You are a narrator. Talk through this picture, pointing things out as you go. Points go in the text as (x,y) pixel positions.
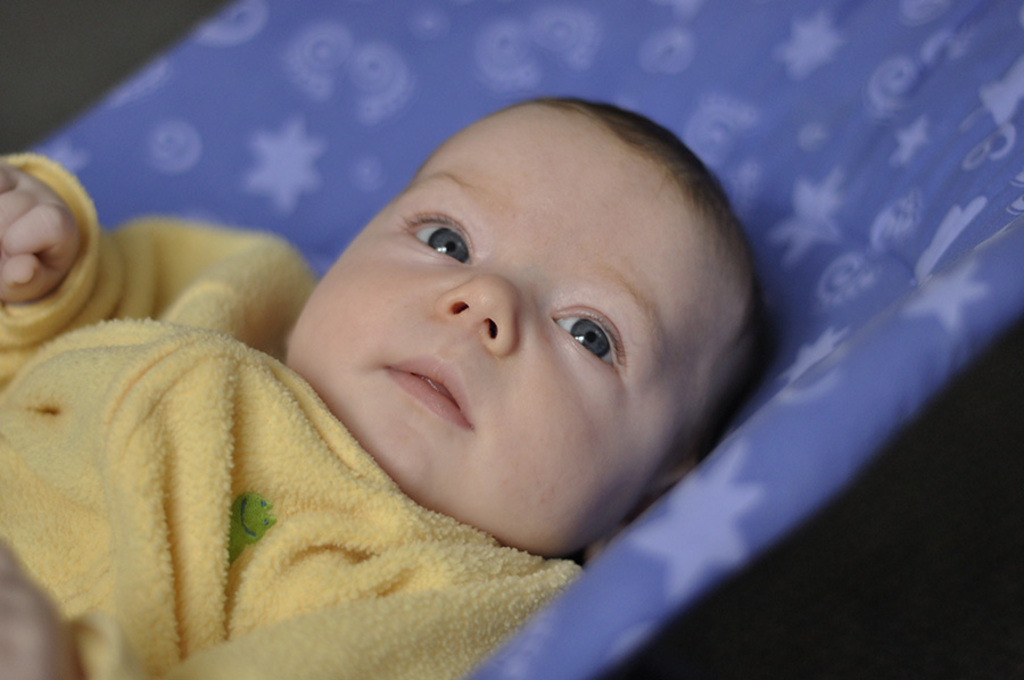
In this picture I can see there is a infant (264,508) lying on a blue blanket (764,13) and looking at right side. The backdrop (754,21) is blurred.
